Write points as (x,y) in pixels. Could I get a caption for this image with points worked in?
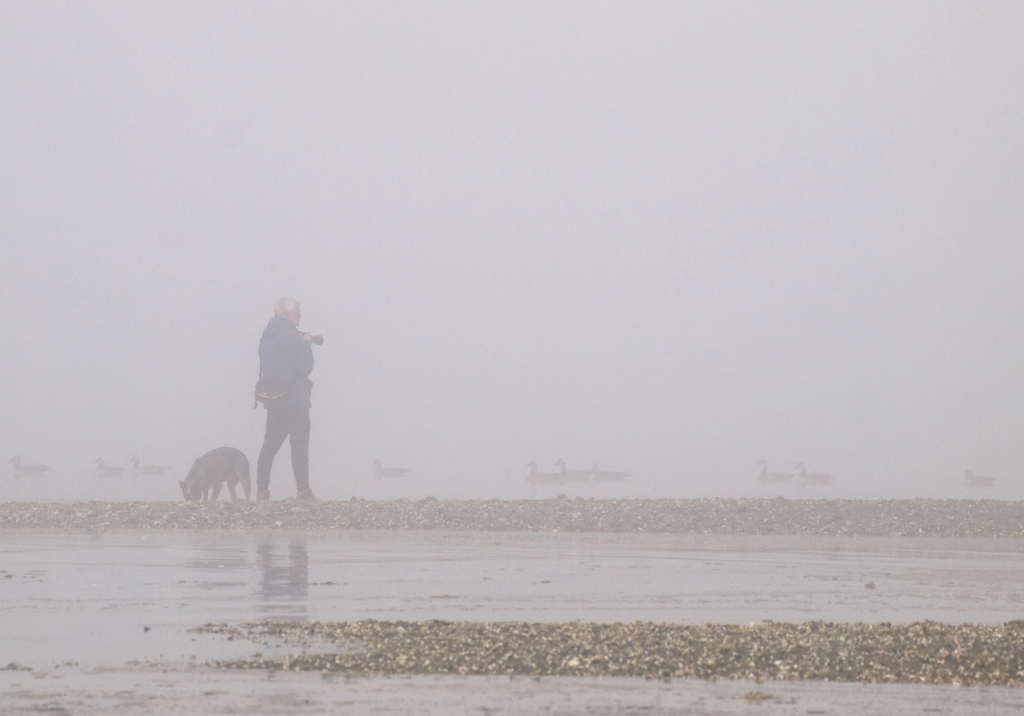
It is a blurry image. In this image there is a dog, person (287,363), birds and water (451,573). Near that person (293,416) there are objects (271,392).
